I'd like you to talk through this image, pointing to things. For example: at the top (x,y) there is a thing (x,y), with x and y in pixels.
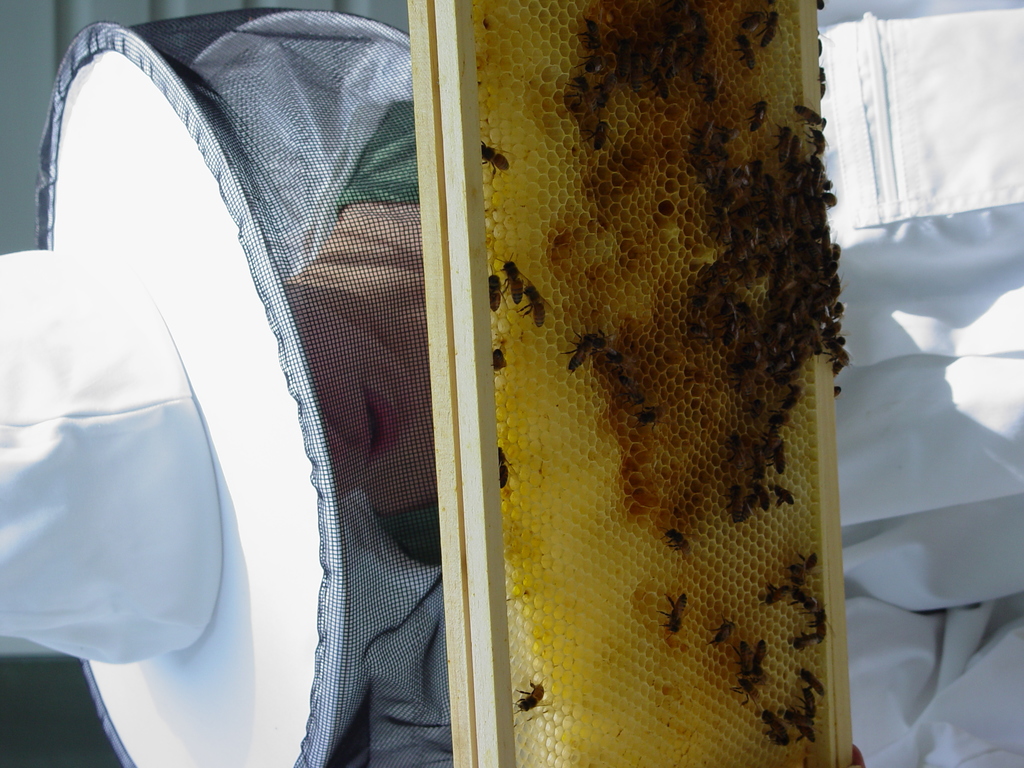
In this picture we can see a person (172,409) wore a hat (162,267) and in front of this person (363,288) we can see honey bees (800,277) on a honeycomb (677,381).
